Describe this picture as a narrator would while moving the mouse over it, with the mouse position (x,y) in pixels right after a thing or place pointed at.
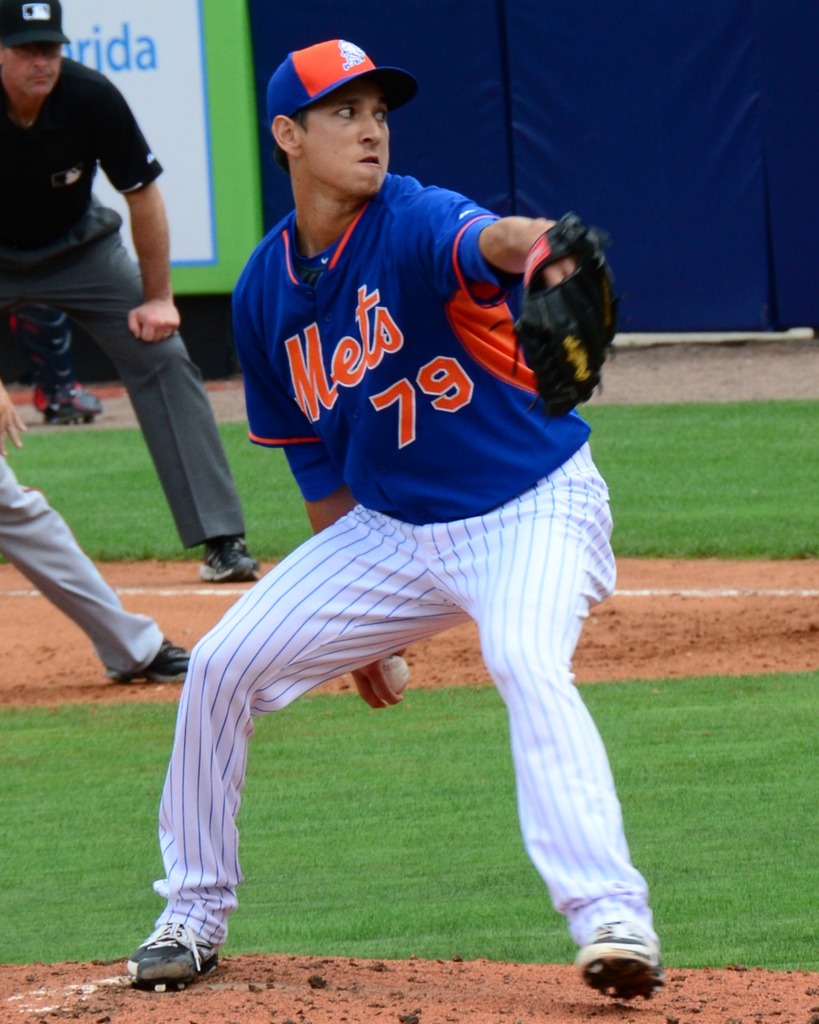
In this image in the front (373,537) there is a man (416,575) standing and holding a ball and holding a glove (539,339) in his hand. In the background (49,287) there are persons (48,340) standing and there is grass (701,477) on the ground (701,477) and there is a curtain (609,118) which is blue in colour and there is a board (181,170) with some text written on it.
